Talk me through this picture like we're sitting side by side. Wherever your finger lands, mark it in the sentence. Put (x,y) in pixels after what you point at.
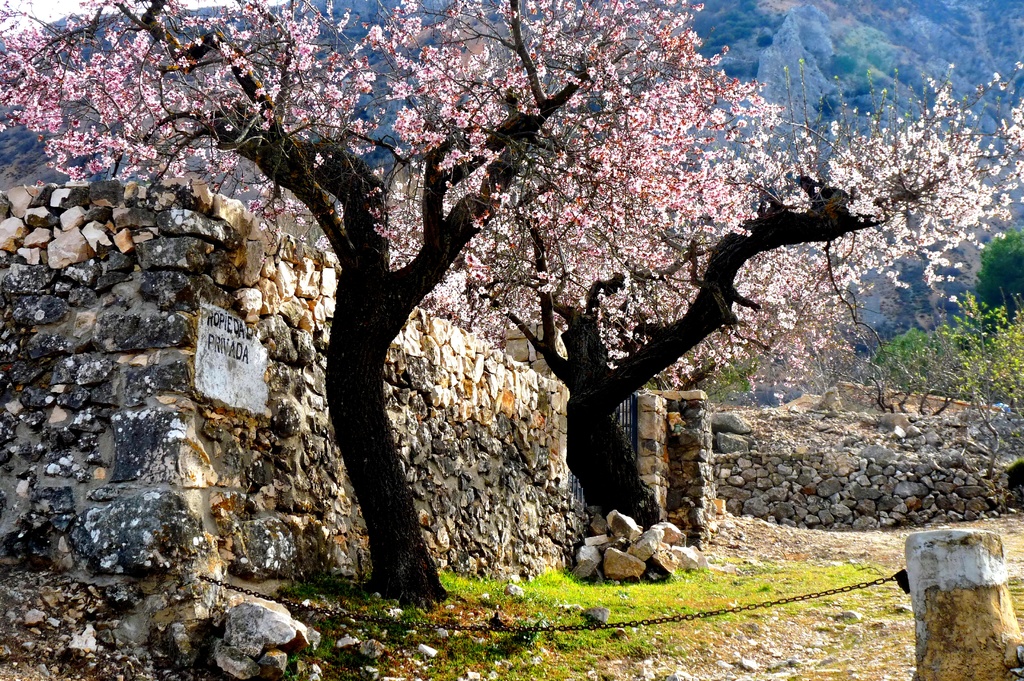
In the picture we can see some grass surface (734,674) on it we can see some rocks (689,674) and stones (743,660) and near it we can see trees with pink color flowers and around the trees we can see a rocks constructed wall (819,511) and behind it we can see a hill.
